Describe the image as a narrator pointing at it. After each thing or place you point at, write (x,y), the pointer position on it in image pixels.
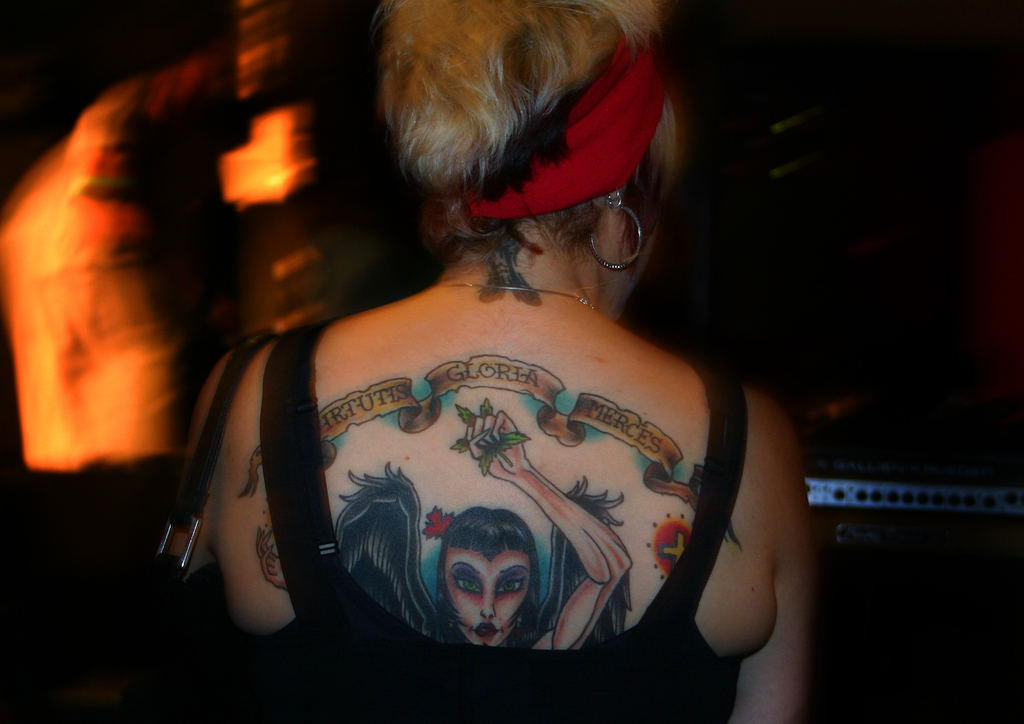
In this image I can see the person (322,663) wearing the black color dress (389,681) and also bag (198,499). I can see the red color band (589,154) to the person (576,134). I can see the tattoo (530,492) of the person (438,560) on the person (518,493). I can see there is an orange and black background (138,168).
